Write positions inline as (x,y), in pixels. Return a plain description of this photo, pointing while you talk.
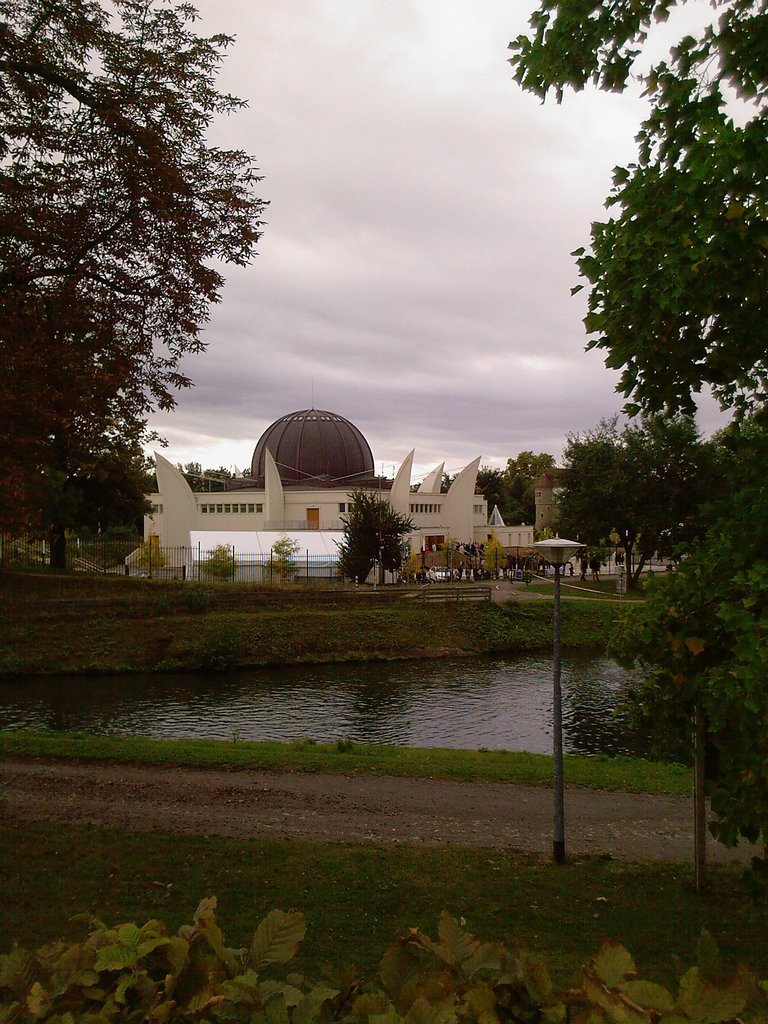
There is a complex (291,462) and in front of the complex (284,500) there is a lake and around the lake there are a lot of trees (766,510) and in the background (443,195) there is a sky (522,294).
